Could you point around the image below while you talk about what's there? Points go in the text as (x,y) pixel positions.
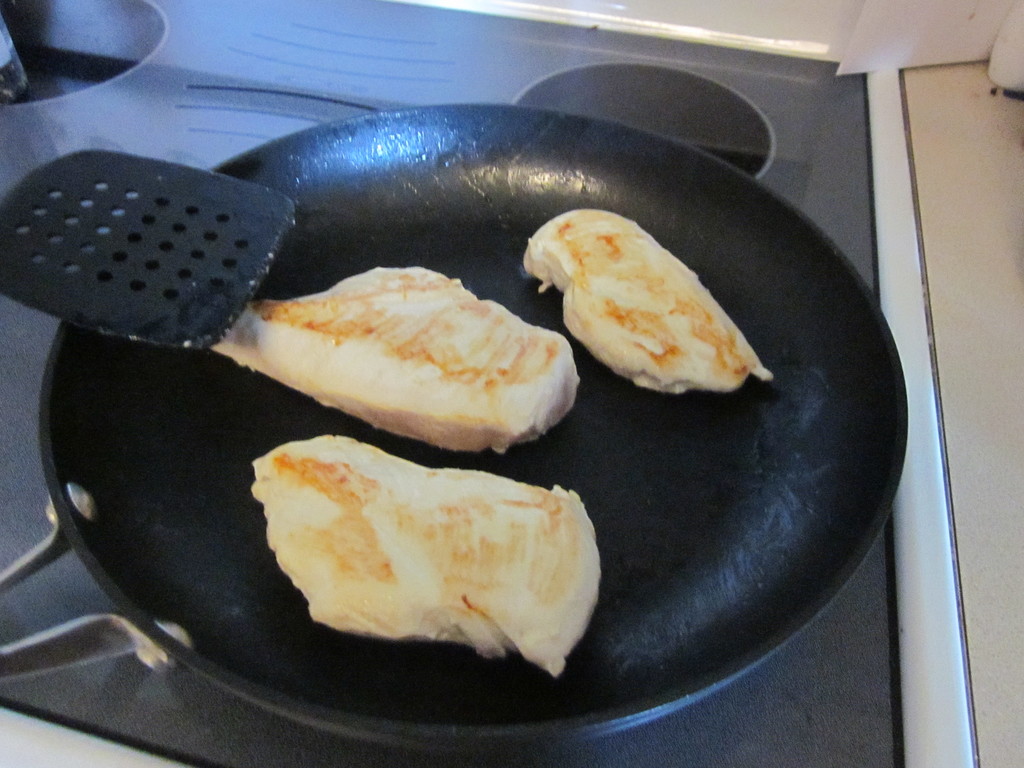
In this picture we can see food (327,501) on a pan (672,518) and this pan (655,538) is on a platform (813,650), where we can see some objects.
